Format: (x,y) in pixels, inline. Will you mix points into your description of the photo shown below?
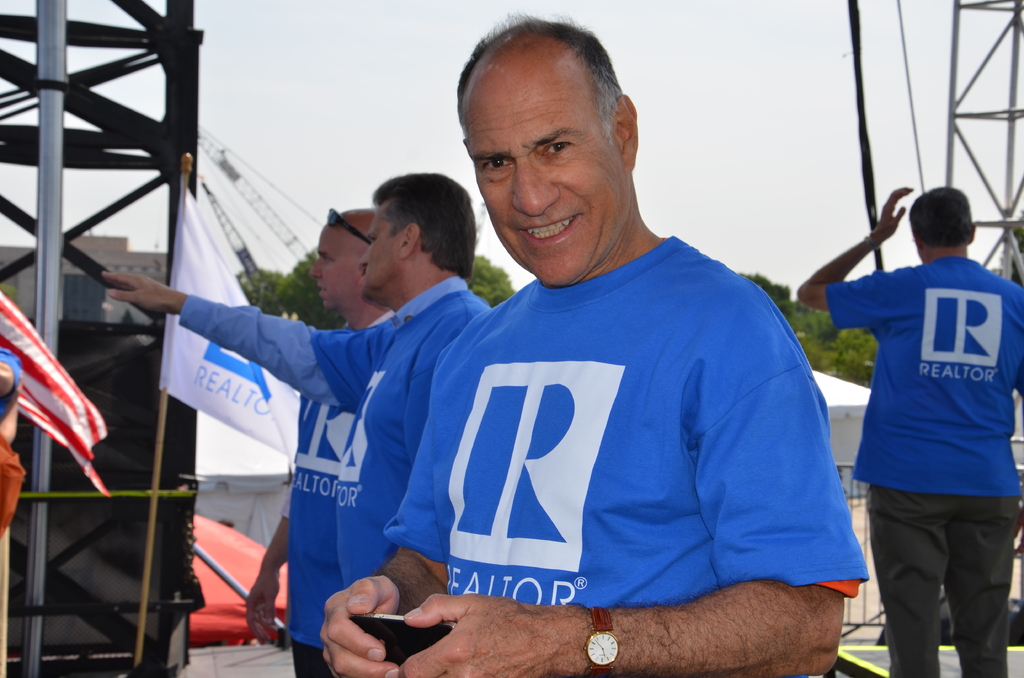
In this image I can see there are four persons (464,379) wearing a blue color t-shirts (409,393) and in the foreground (365,579) a person (355,613) holding an object (387,630) and he is smiling, on the left side (7,210) I can see a stand (92,227) and I can see a flag (184,247) and person hand (1,419), on the right side (955,105) I can see stand (953,89) and in the middle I can see trees (837,333), the sky (762,80).
